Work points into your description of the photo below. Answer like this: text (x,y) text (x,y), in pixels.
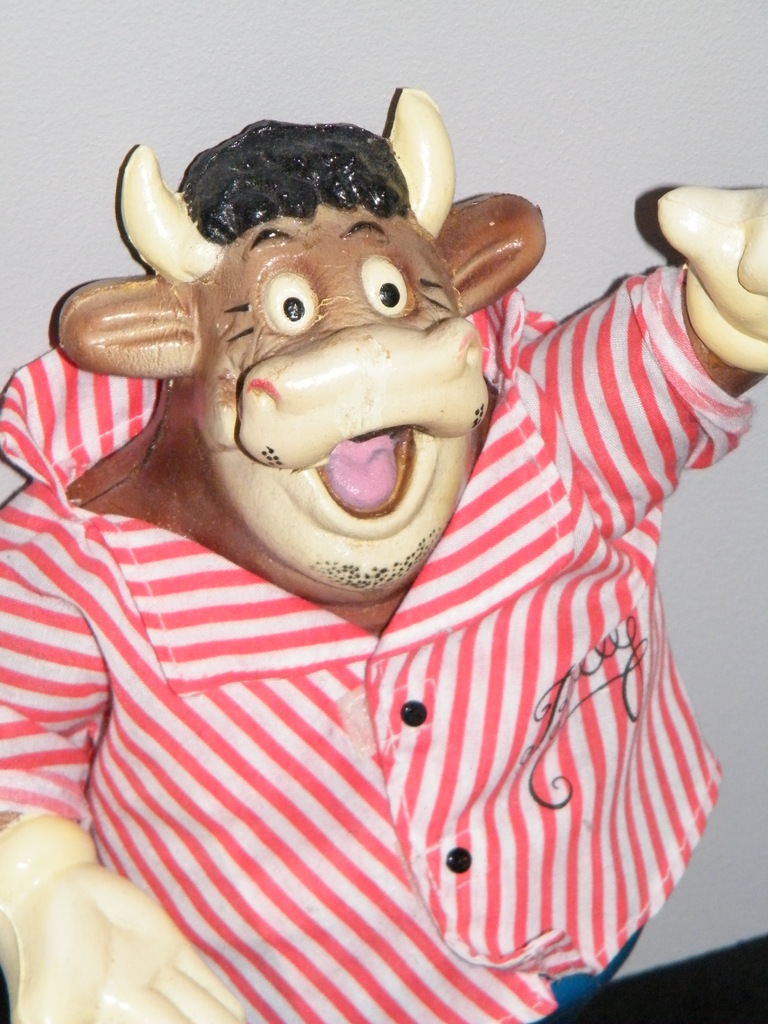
In this image I can see a cow doll (298,323). On the doll (365,548) I can see a shirt (487,651). Here I can see something written on it. In the background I can see a wall (2,499).
